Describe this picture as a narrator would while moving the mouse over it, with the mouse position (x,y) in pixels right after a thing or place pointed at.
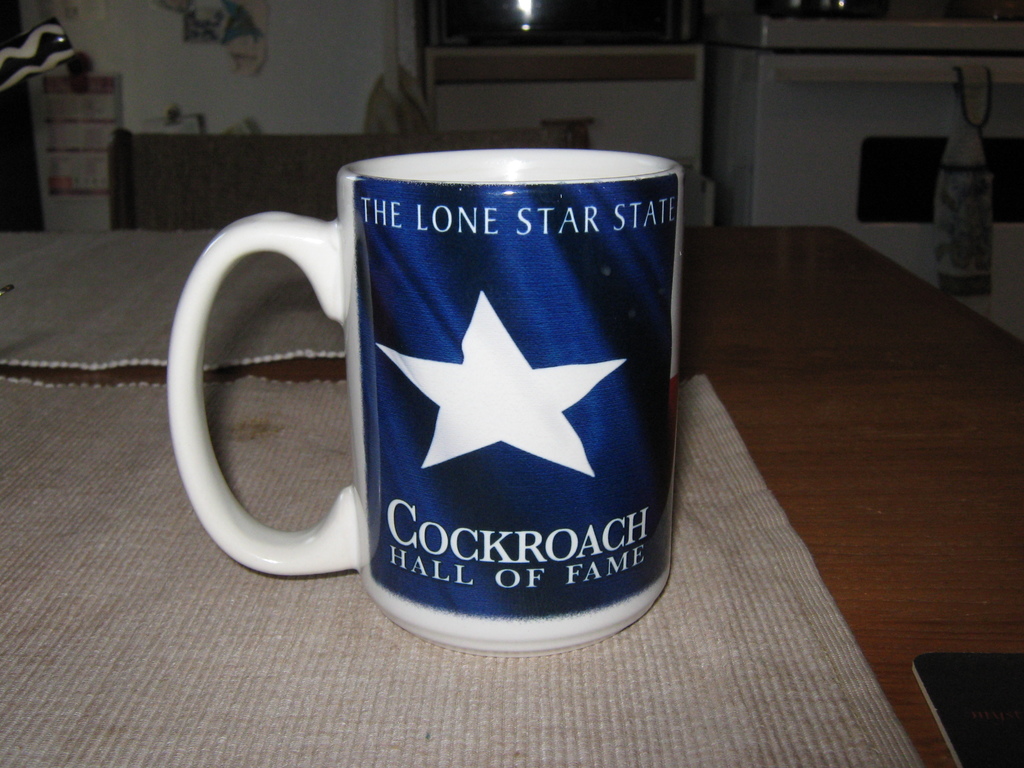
In this image I can see a mug (355,236) which is in blue and white color and the mug (526,467) is on the table (851,510). Background (833,132) I can see the wall (301,41) in white color, a microwave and stove (928,91).
